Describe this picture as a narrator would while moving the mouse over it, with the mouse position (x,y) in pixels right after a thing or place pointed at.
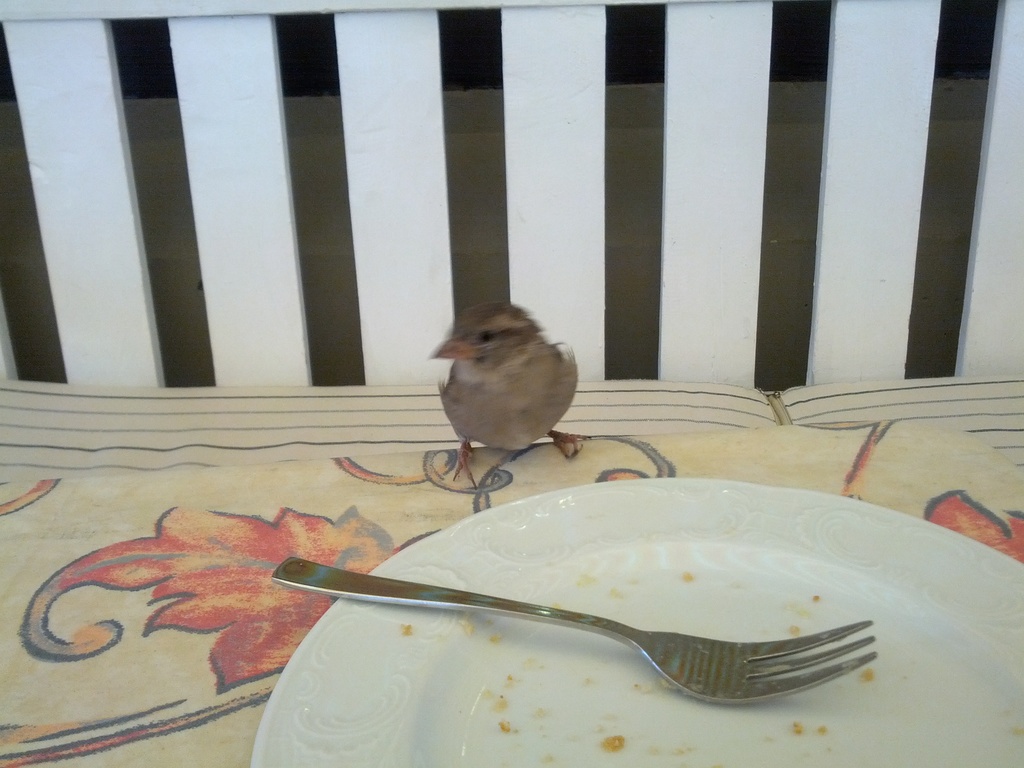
There is an empty plate (604,601) with a fork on it, in front of the plate (638,719) there is a small bird (489,393) and there are white wooden sticks (212,236) behind the bird (539,382).
